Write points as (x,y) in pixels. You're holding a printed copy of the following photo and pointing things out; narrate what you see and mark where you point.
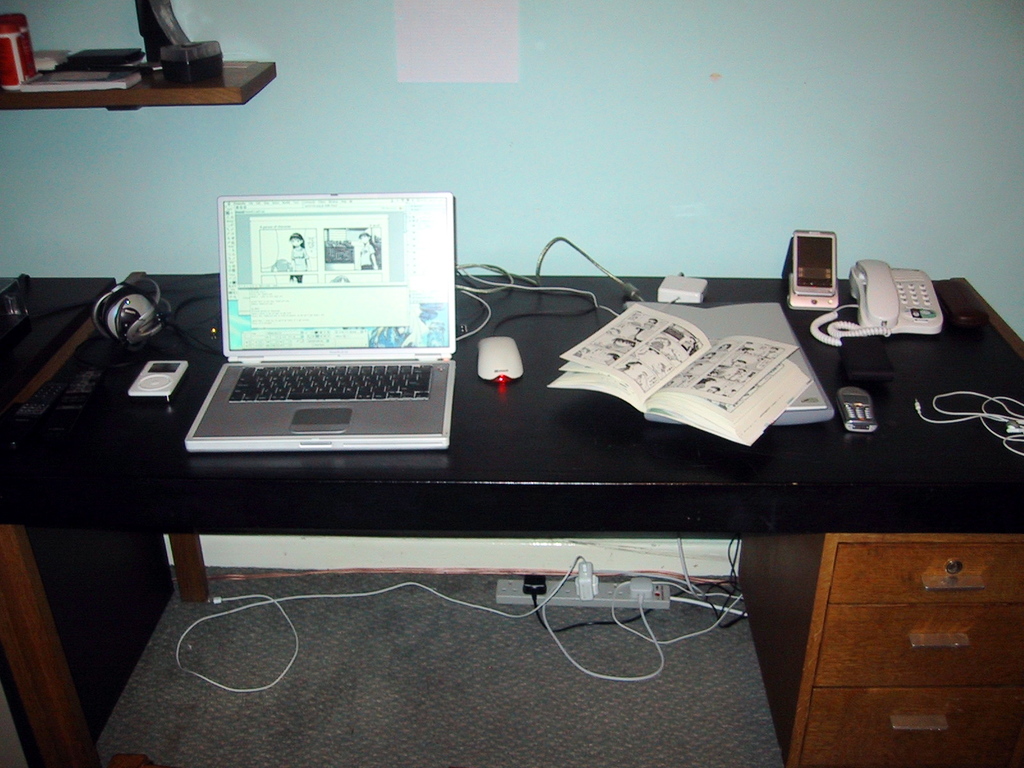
In this picture we can see table (950,359) and on table (42,379) we have laptop (383,372), mouse (499,351), wires (497,269), books (673,323), telephone (864,318), mobile (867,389), remote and under this we have a switch board (659,589), racks (818,590) and in background (664,126) we can see wall (164,118) and wooden plank (145,100).
